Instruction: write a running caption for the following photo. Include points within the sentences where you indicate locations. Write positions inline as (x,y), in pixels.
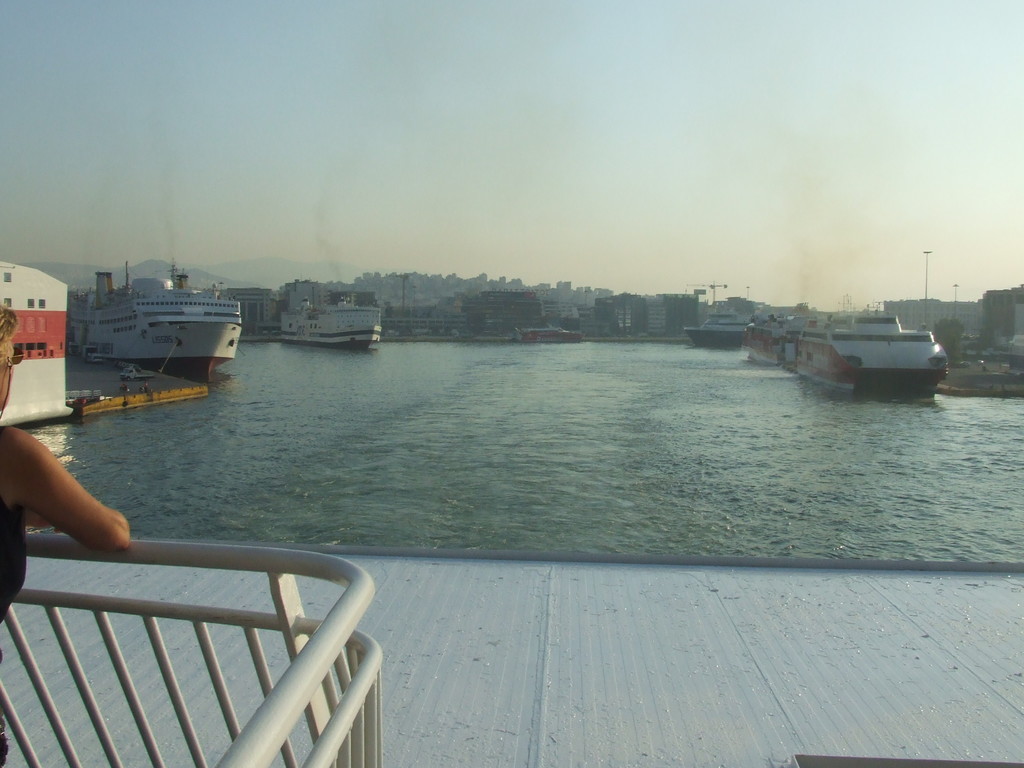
In this picture there are ships (942,360) on the water (823,458). On the left side of the image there is a person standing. At the back (491,312) there are buildings (925,321), trees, poles (925,321) and mountains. At the top (474,76) there is sky (413,85). At the bottom (660,520) there is a deck (450,553) and railing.
